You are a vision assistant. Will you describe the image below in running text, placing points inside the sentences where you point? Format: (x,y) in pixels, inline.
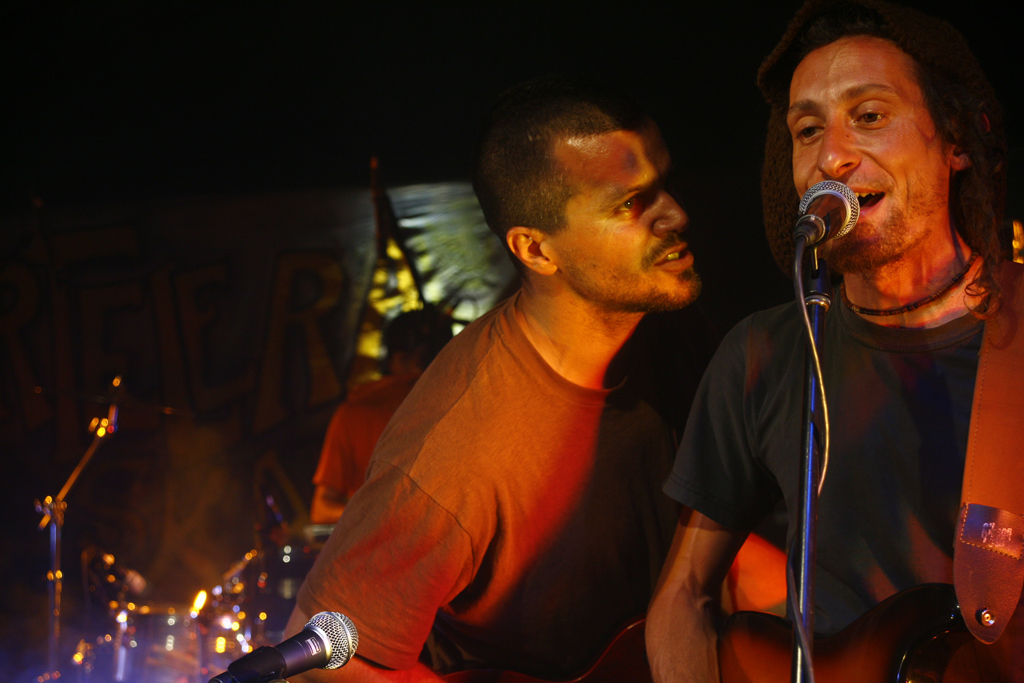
A man (825,109) is singing with a mic (840,231) in front of him. He is holding a guitar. There is another man (540,213) standing beside him. In the background (358,464) a man (319,483) is playing drums (199,594).
